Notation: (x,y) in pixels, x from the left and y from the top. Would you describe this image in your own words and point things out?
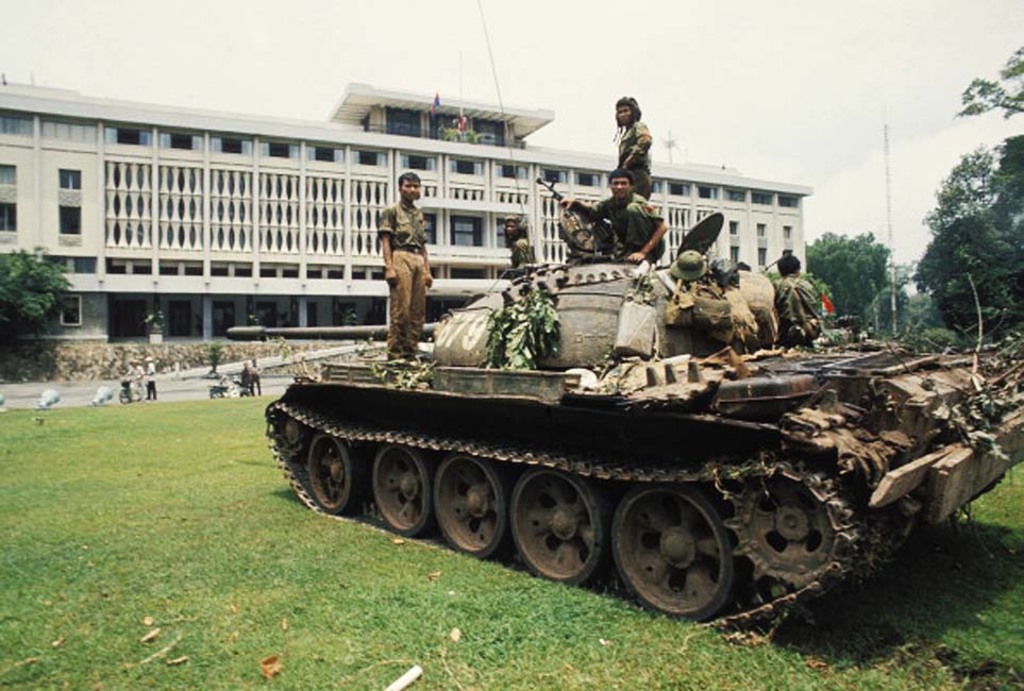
In this picture there are people (796,295) and we can see military tank (585,473) on the grass (185,519). In the background of the image (1012,330) we can see building (94,273), pole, trees (973,317) and sky (739,123).
